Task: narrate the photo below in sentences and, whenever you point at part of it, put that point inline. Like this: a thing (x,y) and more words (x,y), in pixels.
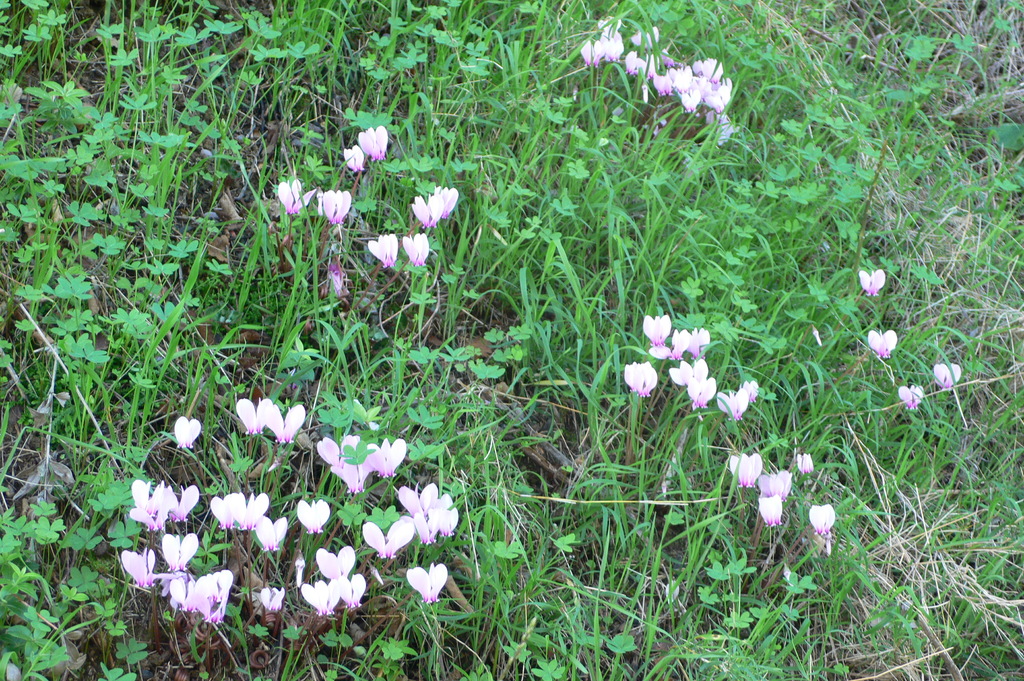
This picture shows grass (577,249) and we see flowers (227,527).
